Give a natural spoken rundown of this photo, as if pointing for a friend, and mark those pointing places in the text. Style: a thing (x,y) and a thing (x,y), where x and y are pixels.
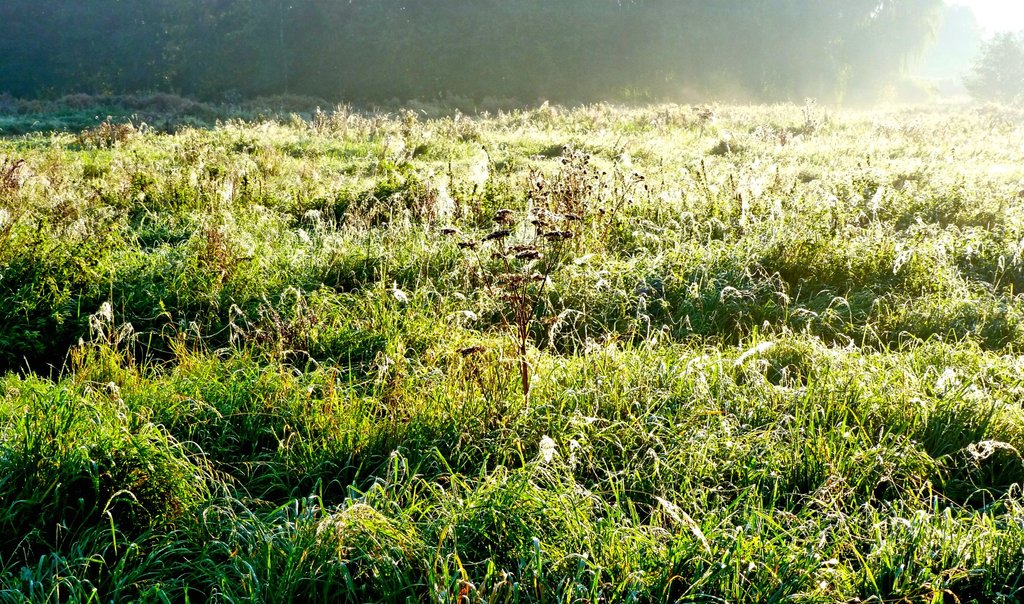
In this picture we can see the farmland (366,594). In the background (795,64) we can see many trees (689,19). At the bottom (829,453) we can see plants (937,410). In the top right corner (977,12) there is a sky (995,6).
